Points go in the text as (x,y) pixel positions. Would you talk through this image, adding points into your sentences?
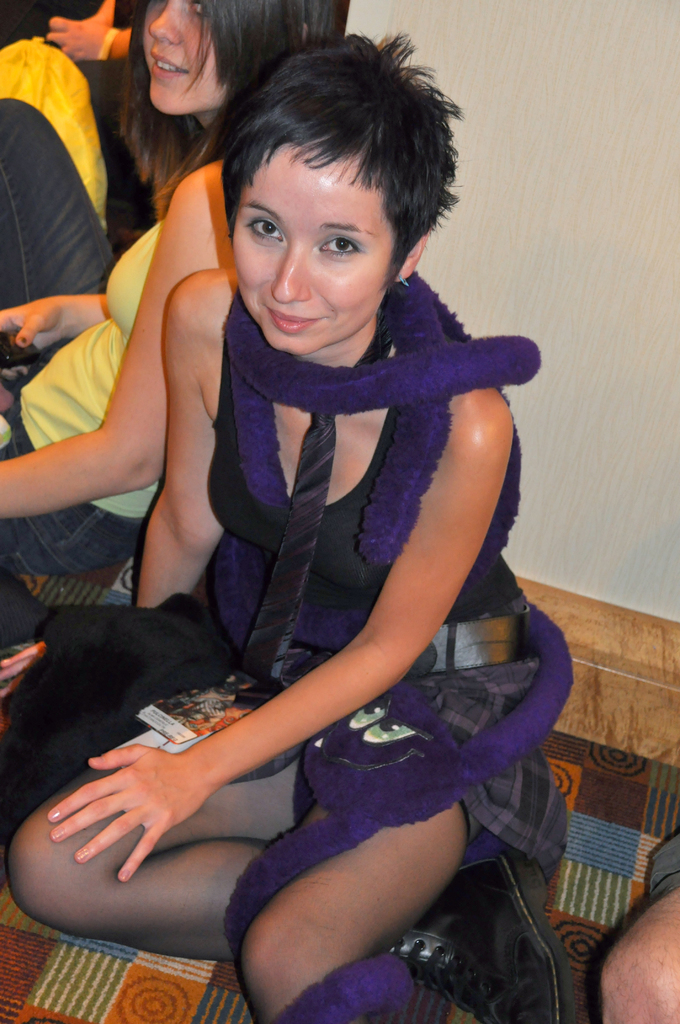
In the image few women (475,933) are sitting and smiling. Behind them there is a wall (422,13).
